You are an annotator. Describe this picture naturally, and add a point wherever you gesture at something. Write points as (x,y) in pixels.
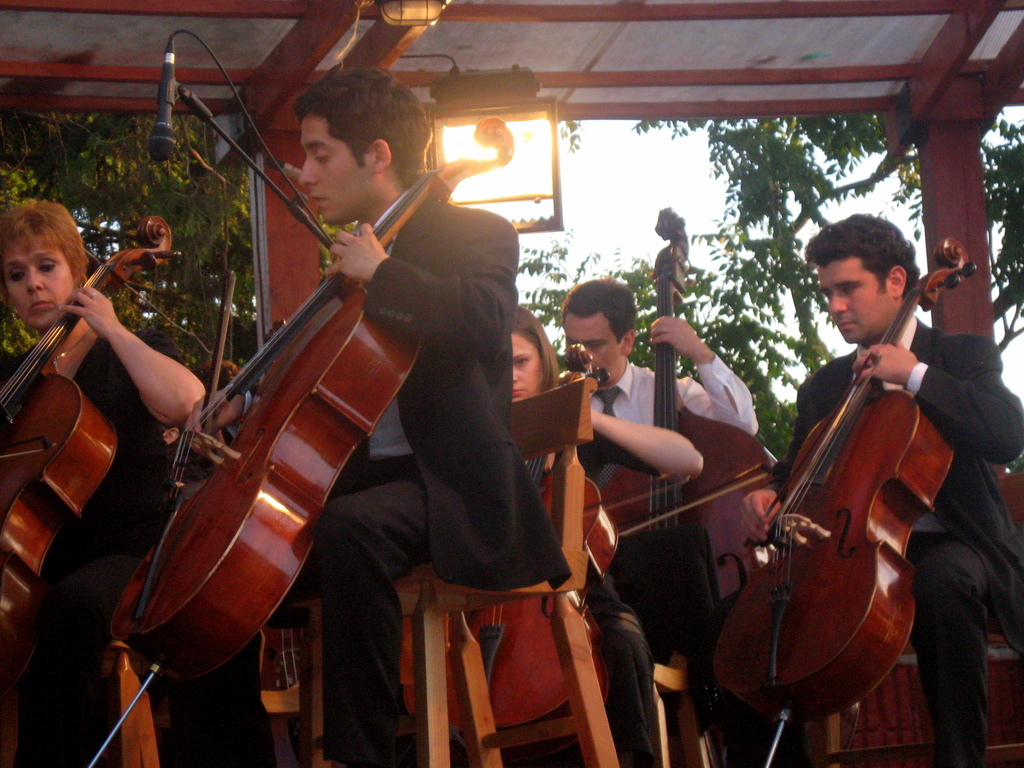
In this image there are a few people (207,684) sitting in chairs (439,647) are playing musical instruments (301,474), behind them there is a mic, in the background of the image (287,227) there is a wooden roof top (255,102) with wooden pillars (947,217), behind that there are trees (221,220), on top of the image (503,90) there is a lamp (477,143).
